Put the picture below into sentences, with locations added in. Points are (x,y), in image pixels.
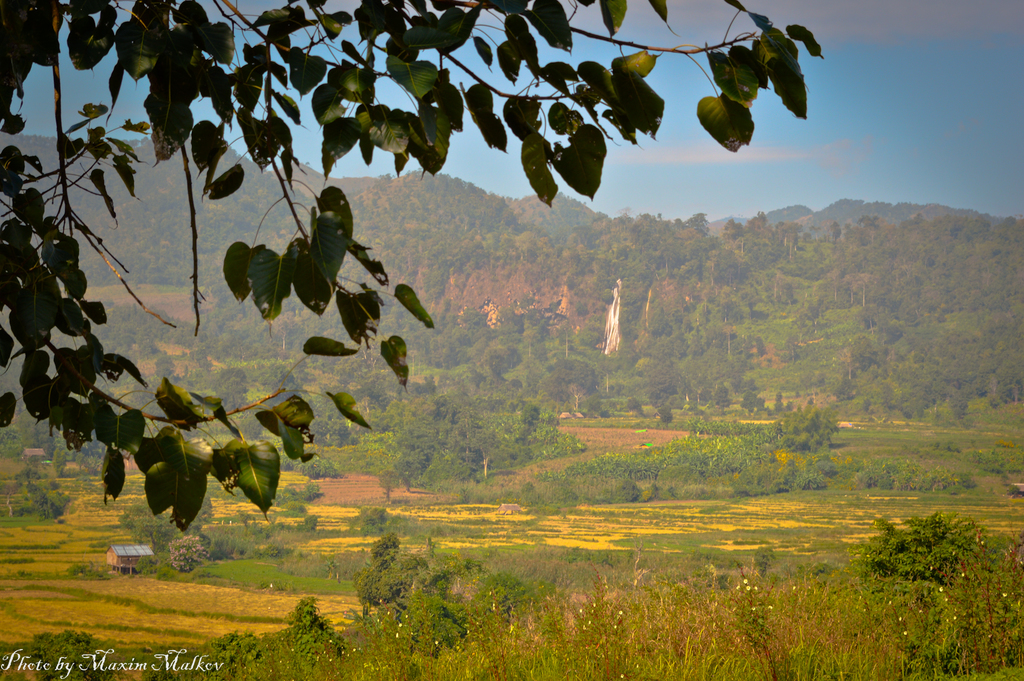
Here in this picture we can see the ground (242,561) is fully covered with grass (578,545) and we can also see plants (307,544) and trees (566,397) present and on the left side (111,560) we can see a hut (128,547) present on the ground (99,557) and in the far we can see mountains (454,241) that are fully covered with grass (759,324), plants (774,331) and trees (310,206) and we can see the sky (612,133) is cloudy.
